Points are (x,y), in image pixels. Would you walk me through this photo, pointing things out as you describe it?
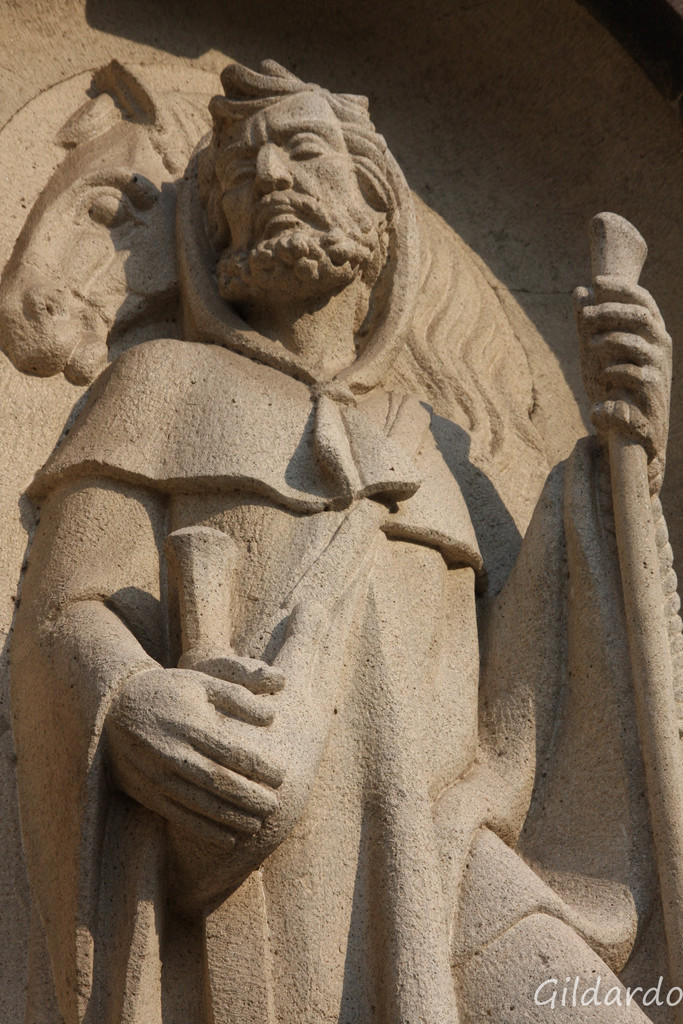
In this image, we can see a sculpture (368,187). There is a text (622,999) in the bottom right of the image (618,988).
